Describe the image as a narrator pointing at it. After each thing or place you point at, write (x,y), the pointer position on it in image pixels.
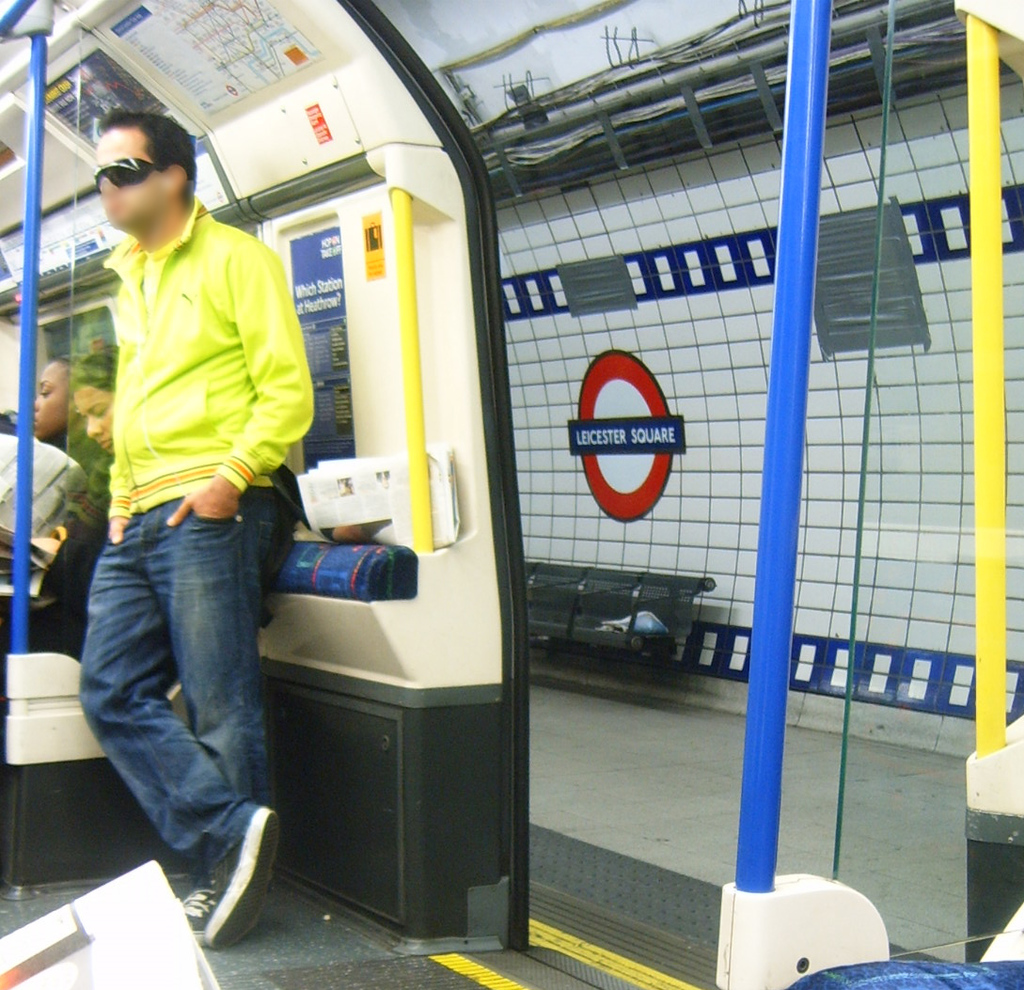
In the center of the image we can see a few people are sitting and one person (155,482) is standing. Among them, we can see one person (155,482) is wearing glasses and a few people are holding some objects (437,477). And we can see the poles (417,475), banners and a few other objects (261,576). In the background (896,324) there is a wall (665,245), roof (519,7), banner (652,470), attached chairs (616,638) and a few other objects (767,30).
